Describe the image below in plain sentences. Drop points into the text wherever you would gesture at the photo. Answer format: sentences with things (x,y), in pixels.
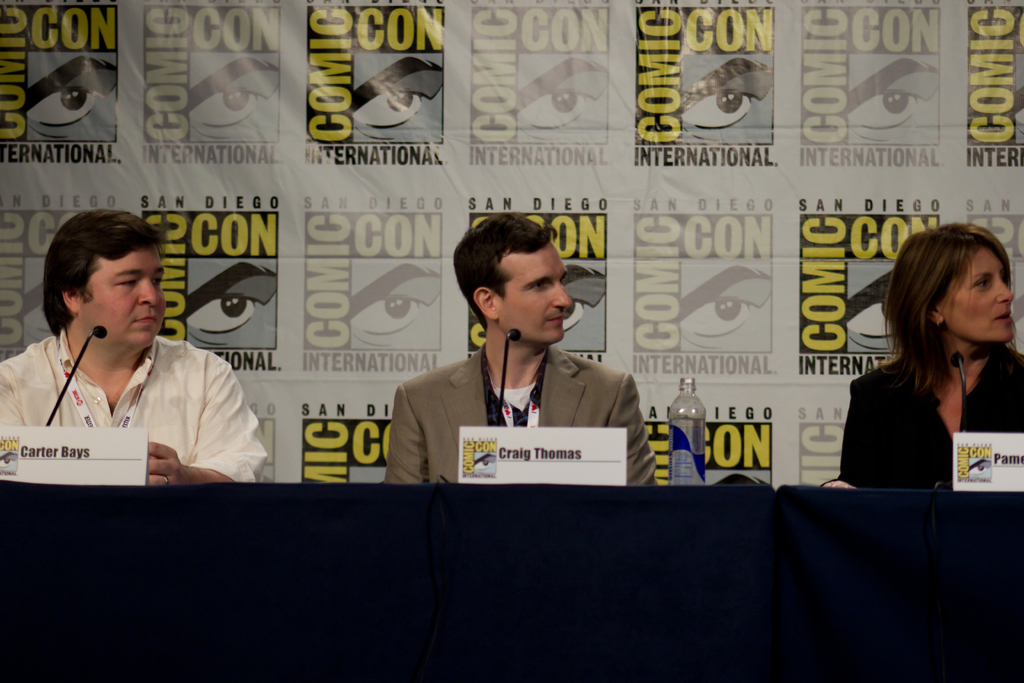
In the picture we can see two men (594,404) and one woman (990,257) sitting near the desk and they are turning to right hand side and on the desk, we can see microphones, and name boards (588,464) and behind them we can see a banner (160,134) with a brand symbol (928,25) on it.
